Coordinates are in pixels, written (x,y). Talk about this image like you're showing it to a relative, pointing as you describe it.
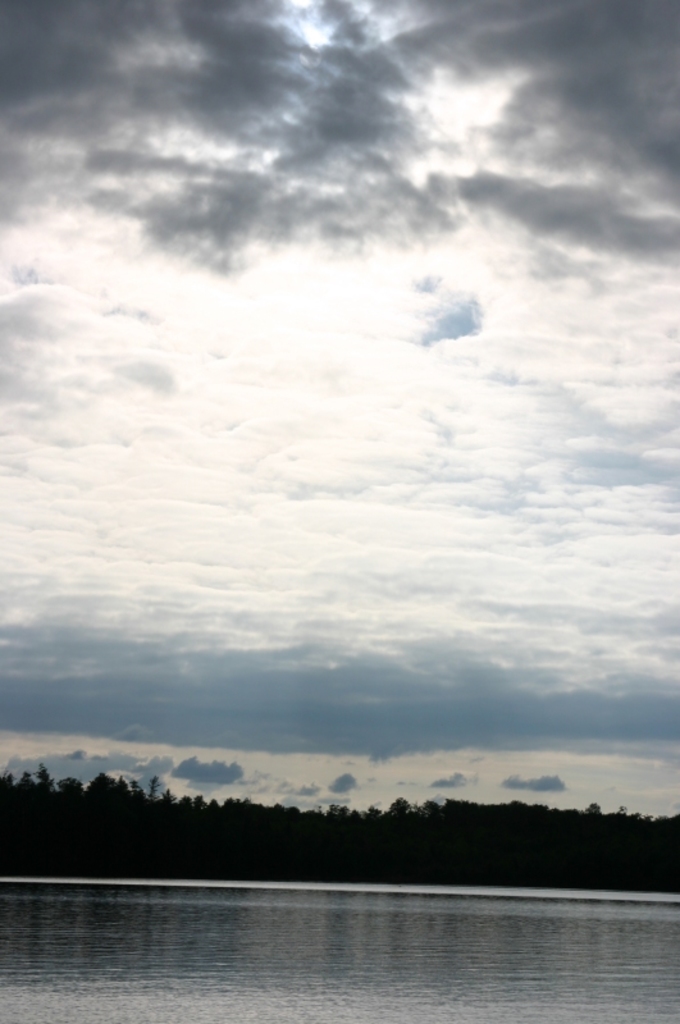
At the bottom of the image (11,878) there is water (424,1010). In the middle of the image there are some trees (35,801). At the top of the image (654,220) there are some clouds (385,13) and sky (302,3).
